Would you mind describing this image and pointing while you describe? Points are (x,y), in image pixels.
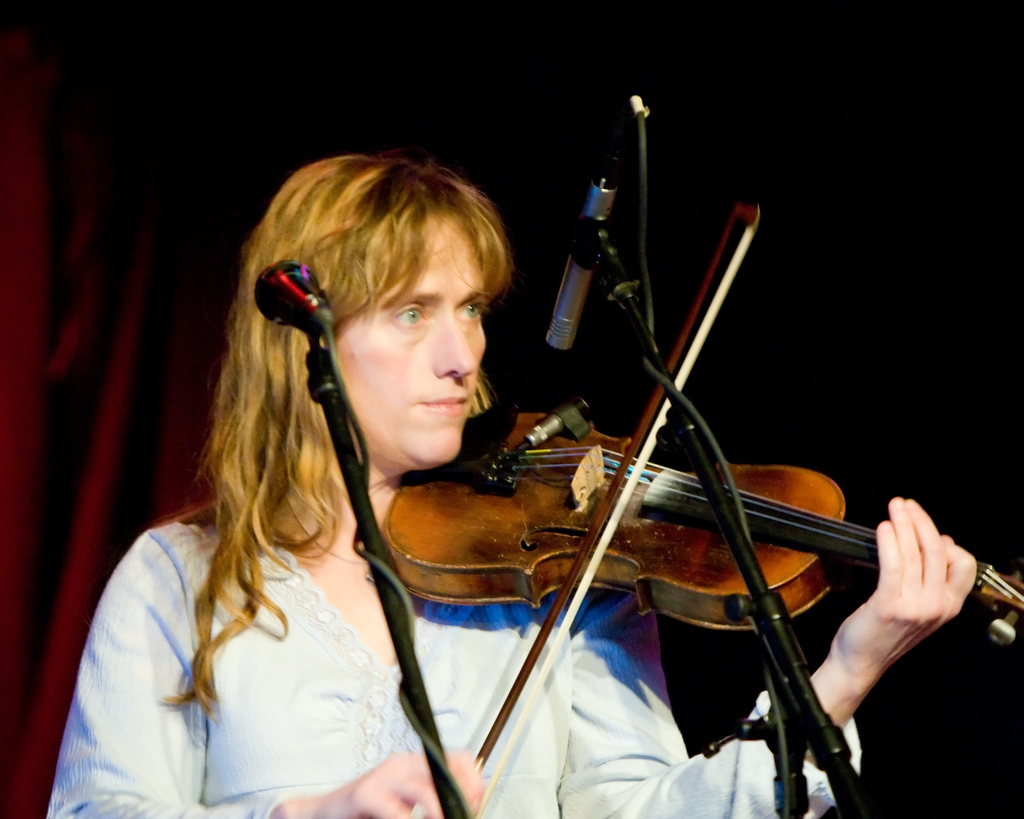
In this image, I can see the woman (221,648) standing and playing the violin (622,548). I can see the mikes (583,276) attached to the mike stands (419,736). This looks like a cloth (72,471), which is hanging. The background (932,455) looks dark.
